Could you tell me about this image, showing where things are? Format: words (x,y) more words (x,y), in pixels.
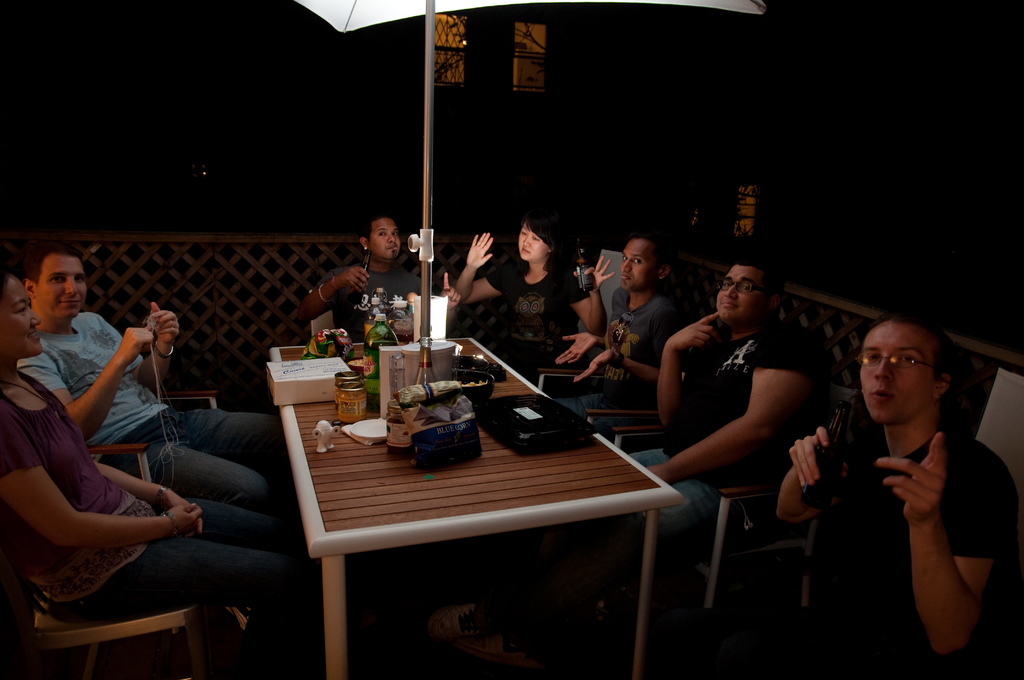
This picture describes about group of people (113,425) who are all seated on the chairs (723,507), in front of them we can find jars (365,393), bottle (384,334), a box (338,370) and an umbrella (424,242) on the table (474,475).
